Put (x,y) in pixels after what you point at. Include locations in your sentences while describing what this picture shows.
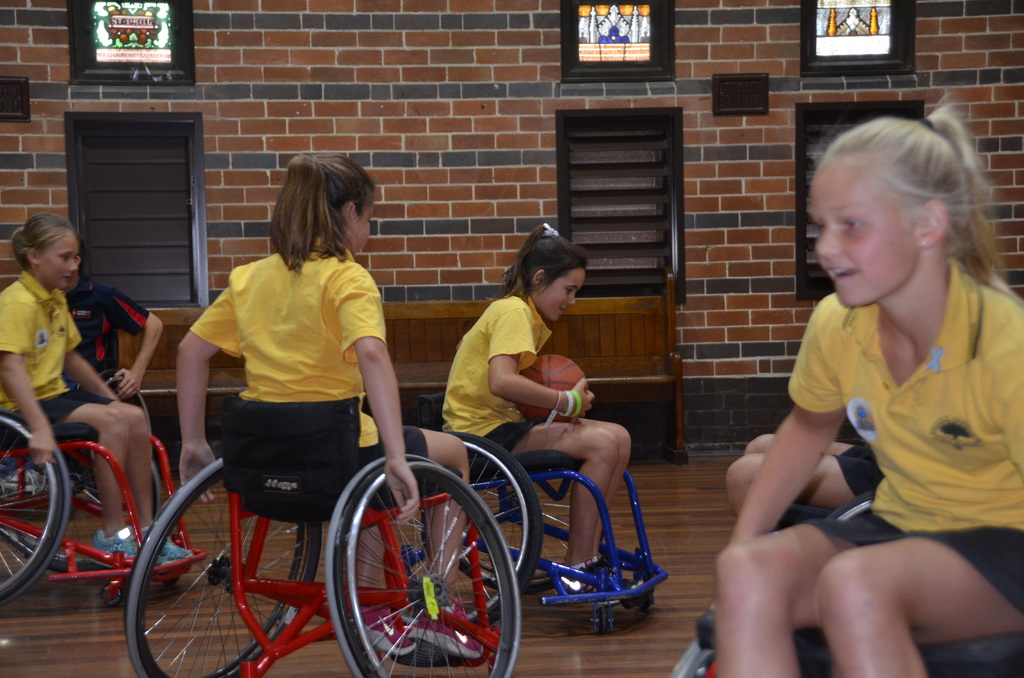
In this image I can see in the middle (345,287) few girls (965,480) are sitting on the wheelchairs (426,508), they are wearing yellow color t-shirts (483,426). In the middle (556,434) a girl (568,436) is holding the ball (533,412). In the background (665,302) there is the wooden bench chair (648,363), at the top (633,74) it looks like there are photo frames (575,55) with lights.
